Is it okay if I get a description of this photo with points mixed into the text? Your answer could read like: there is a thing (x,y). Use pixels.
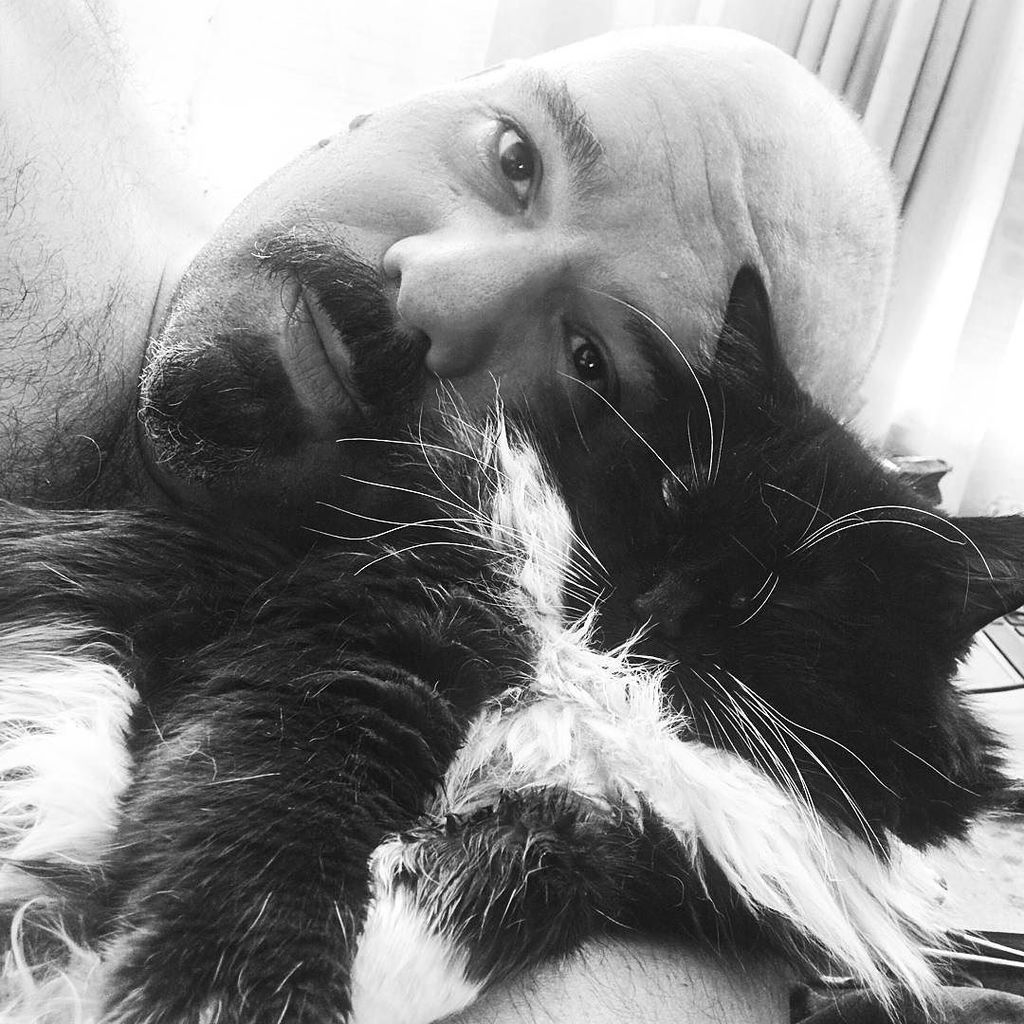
As we can see in the image there is a white color curtain (956,218), a man (721,223) and a black color cat (540,582).
